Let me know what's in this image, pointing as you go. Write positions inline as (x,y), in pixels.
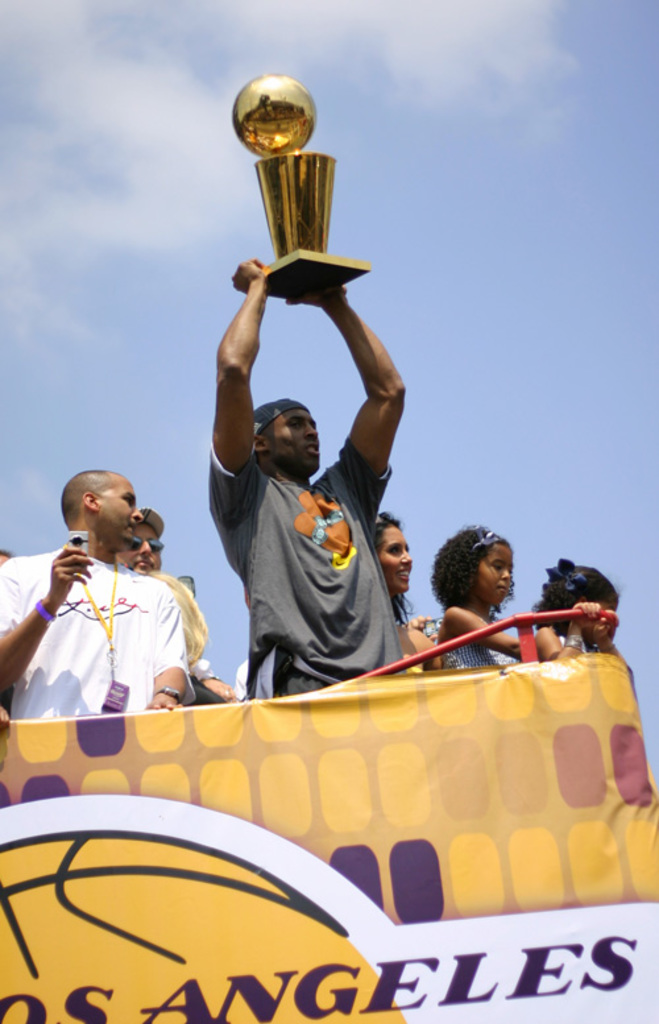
As we can see in the image there is banner (341,855), group of people (302,631) and at the top (113,202) there is sky (169,130).
